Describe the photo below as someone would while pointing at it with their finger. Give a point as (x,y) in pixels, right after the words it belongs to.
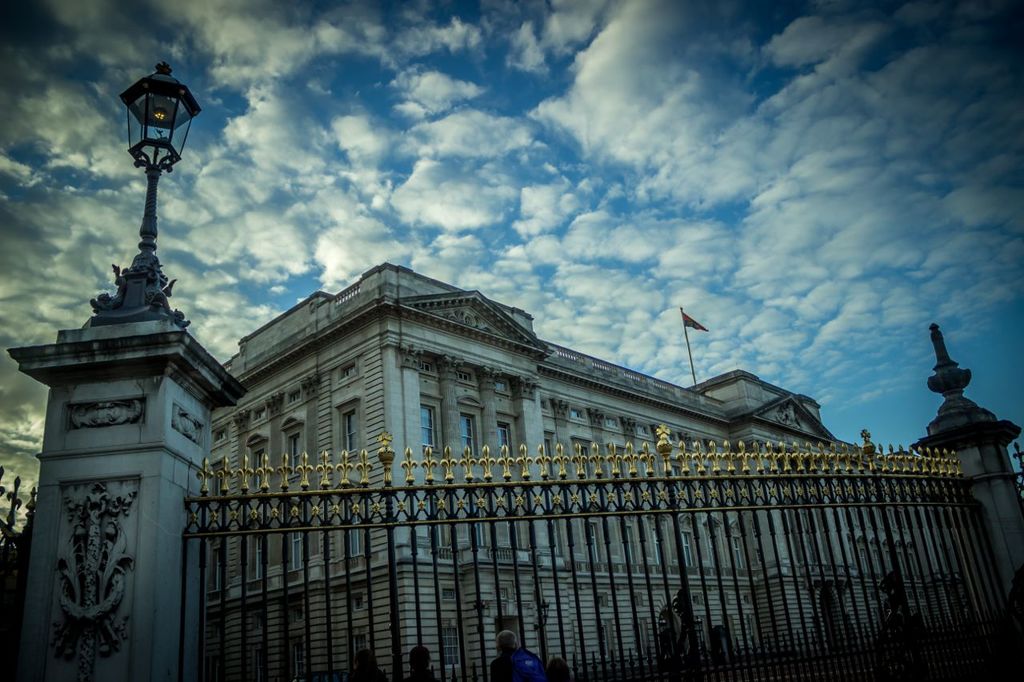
In the center of the image (460,354) there is a building (554,392). At the bottom (785,512) there is a fence (393,667) and people (376,659). We can see light (150,120). In the background (565,184) there is sky (519,146).
